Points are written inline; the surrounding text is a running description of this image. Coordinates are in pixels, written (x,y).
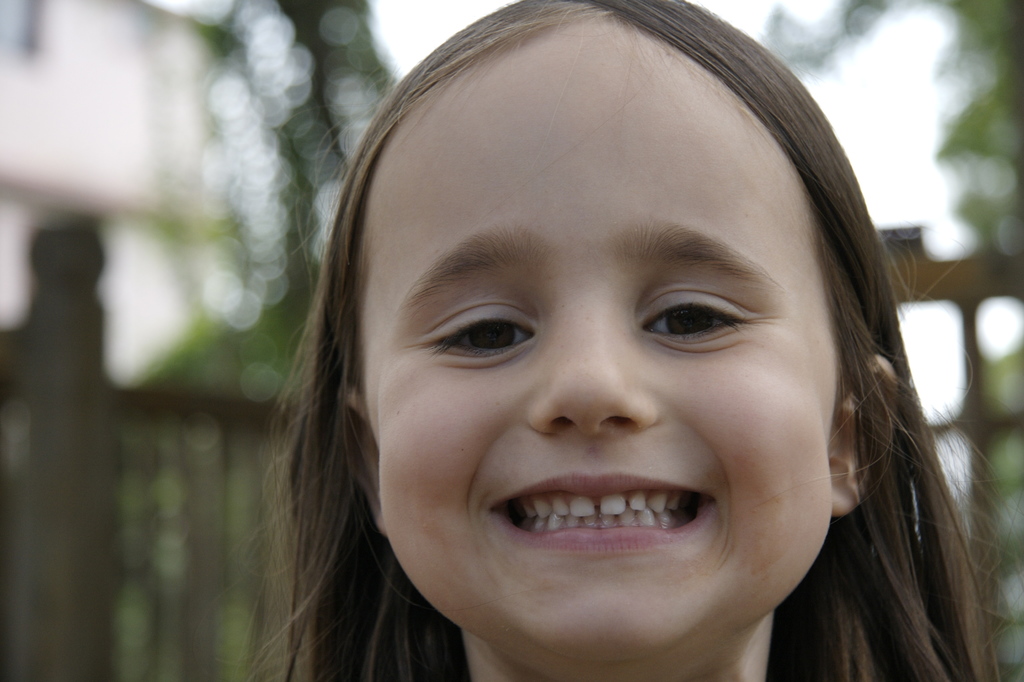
This image is taken outdoors. In the background (207,454) there is a tree (238,269) and a fencing (140,545). In the middle of the image (471,243) there is a girl (813,322) with a smiling face (593,531).
